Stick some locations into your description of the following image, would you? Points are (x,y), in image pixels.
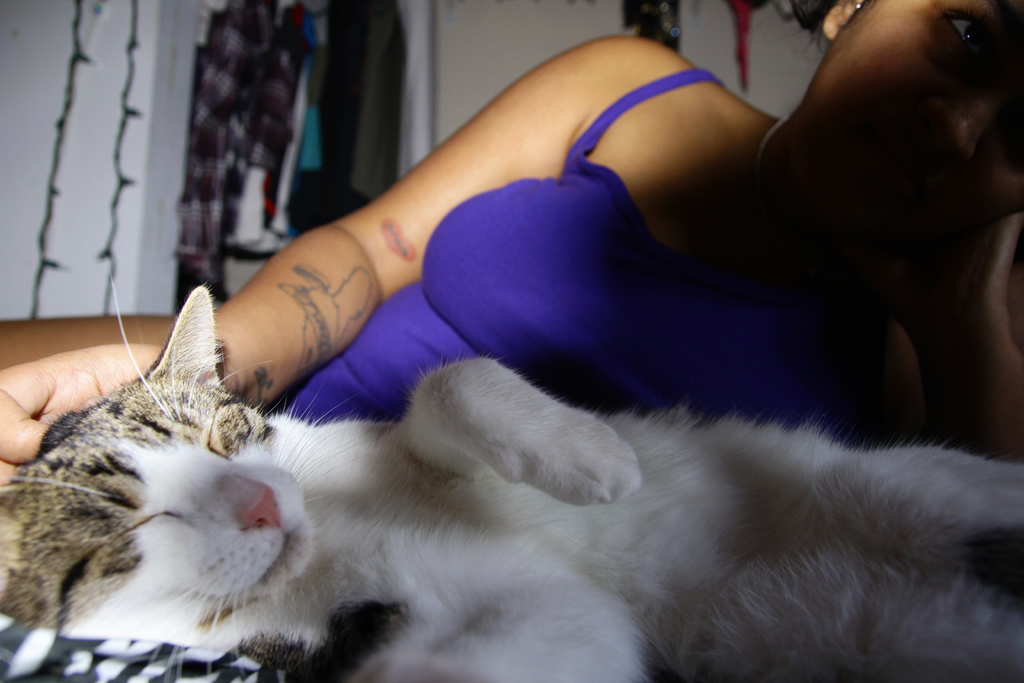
In this image I can see a woman (800,121) and a cat (359,457). I can also see she is wearing a blue top (501,302).
